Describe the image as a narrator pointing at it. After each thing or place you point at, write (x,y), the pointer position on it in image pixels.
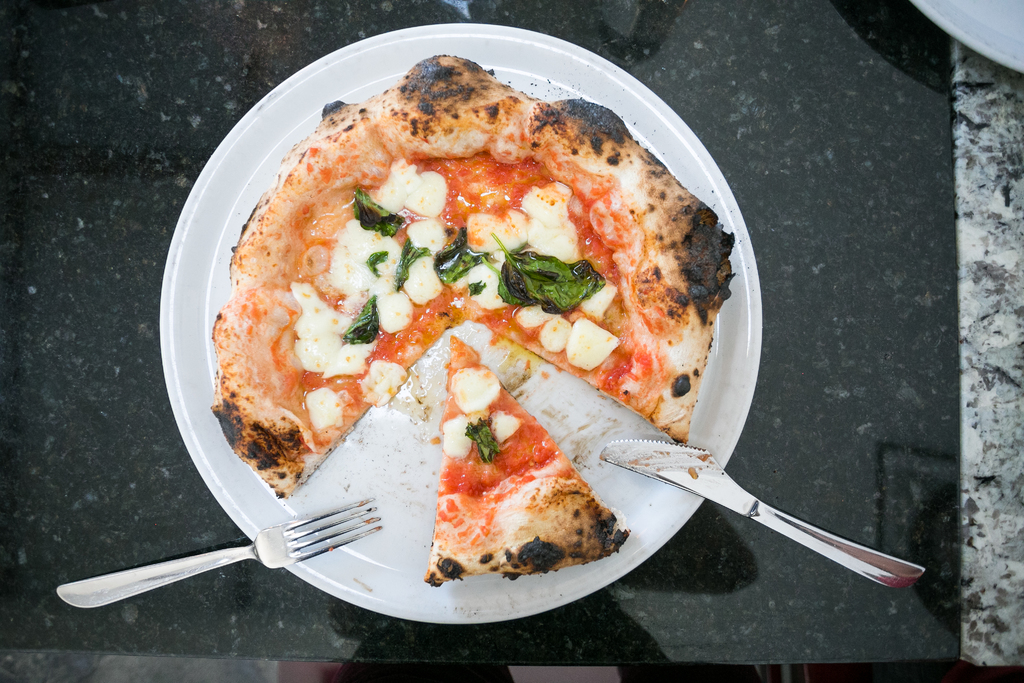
In this image we can see a pizza (571,517) with some leaves (448,264) on it placed on a plate (177,306) along with a fork (313,551) and a knife (645,463) is placed on a table (782,106).
